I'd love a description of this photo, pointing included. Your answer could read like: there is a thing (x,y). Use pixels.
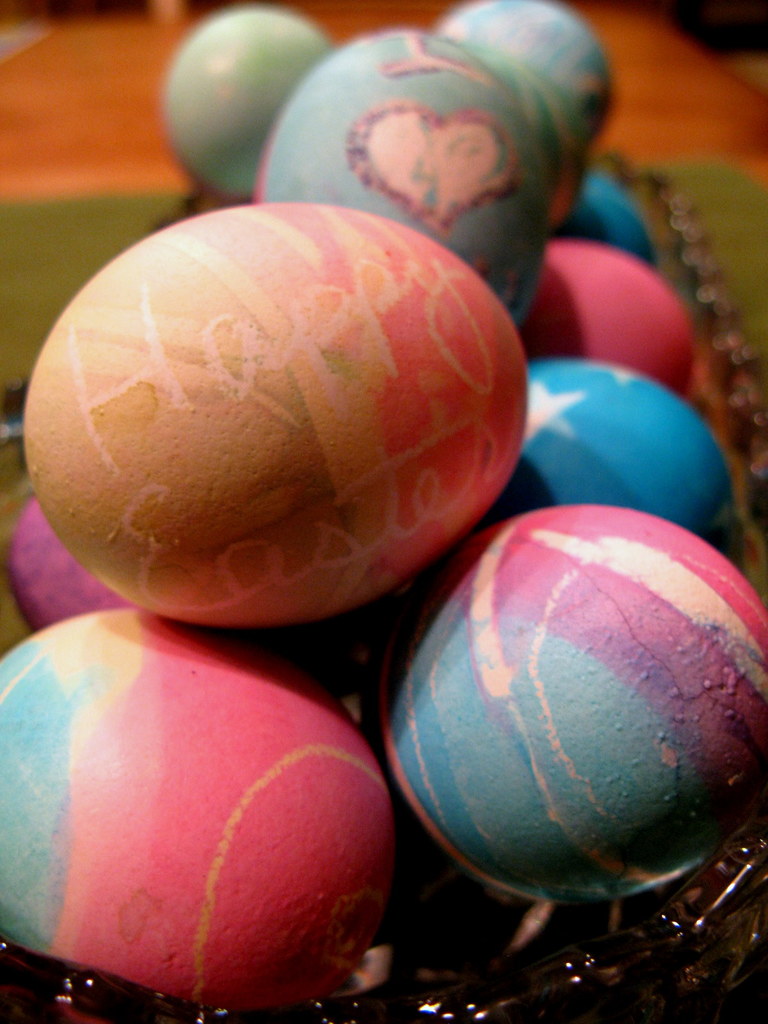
In this picture we can see a few colorful eggs (441,761). There is a text (436,331) visible on one of the eggs (299,265). Background (113,41) is blurry.
